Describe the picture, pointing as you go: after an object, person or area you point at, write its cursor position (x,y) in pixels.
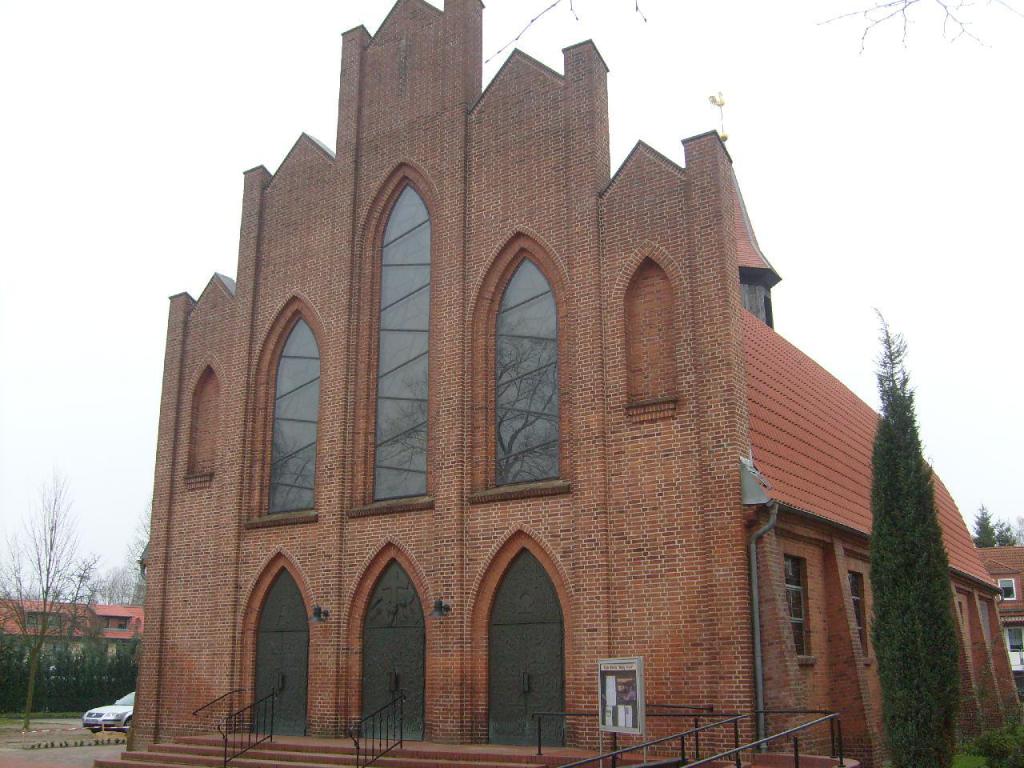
This image is taken in outdoors. In the middle of the image (478,450) there is a building (518,376) with windows (526,341), doors (380,666) and wall (676,508) with bricks (729,494). In the right side of the image (874,589) there is a tree (894,444). In the left side of the image (38,608) there is a tree (33,684) and a house (60,630). There is a vehicle (114,707) on the road (67,718). At the top of the image (150,101) there is a sky (165,62).
